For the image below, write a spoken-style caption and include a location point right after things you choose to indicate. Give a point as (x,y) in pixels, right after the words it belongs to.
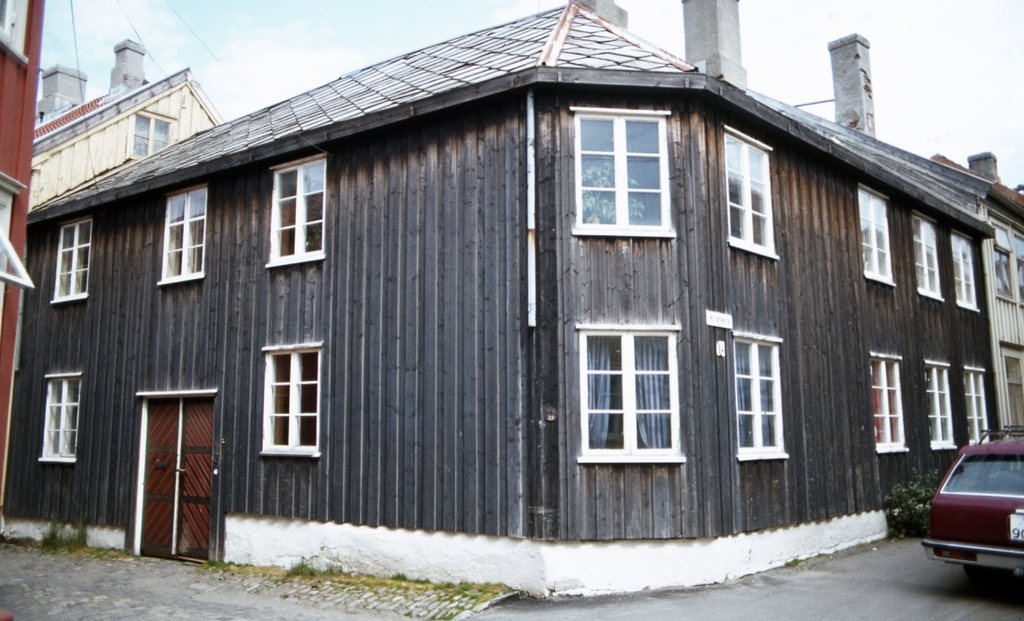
This picture might be taken from outside of the building (593,438). In this image, on the right side (1020,448), we can see a car (1015,512) which is placed on the road (992,593). On the left side (30,279), we can see a building (28,34), glass window (30,283). In the middle (590,411), we can see a building (344,464), door (201,477) which is closed, glass windows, pillars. At the top (392,31), we can see electric wires (213,56), sky (437,22).
